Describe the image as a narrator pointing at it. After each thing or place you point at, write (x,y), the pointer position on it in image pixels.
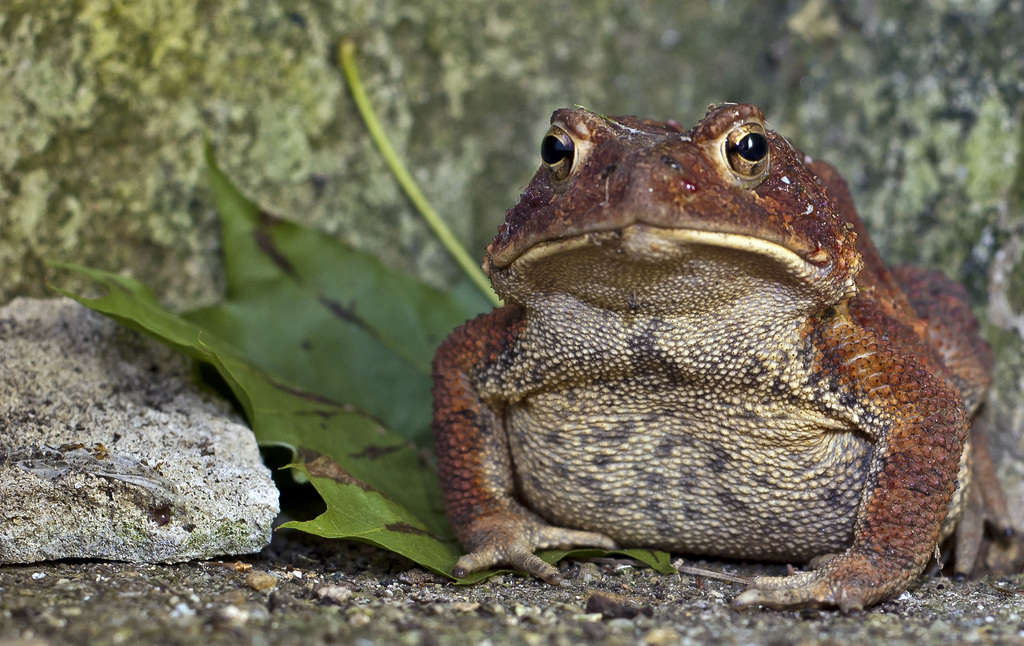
In this picture there is a frog (645,463) who is standing near to the leaves (357,381) and stone (127,466). At the top (522,62) there is a wall (457,21).
